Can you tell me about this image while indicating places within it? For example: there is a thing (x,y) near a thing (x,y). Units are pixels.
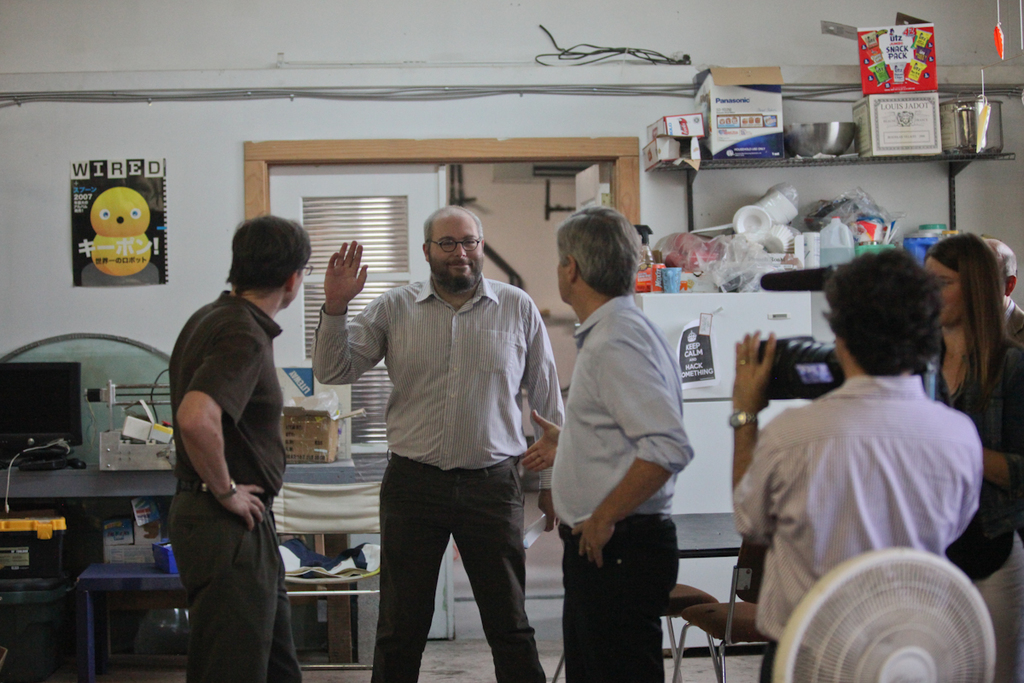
In this picture I can see there are three men (468,426) standing and the person (449,349) at the center (436,317) is wearing spectacles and there are a few people (853,511) standing at the right side (995,407). There are few other objects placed on the shelves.
